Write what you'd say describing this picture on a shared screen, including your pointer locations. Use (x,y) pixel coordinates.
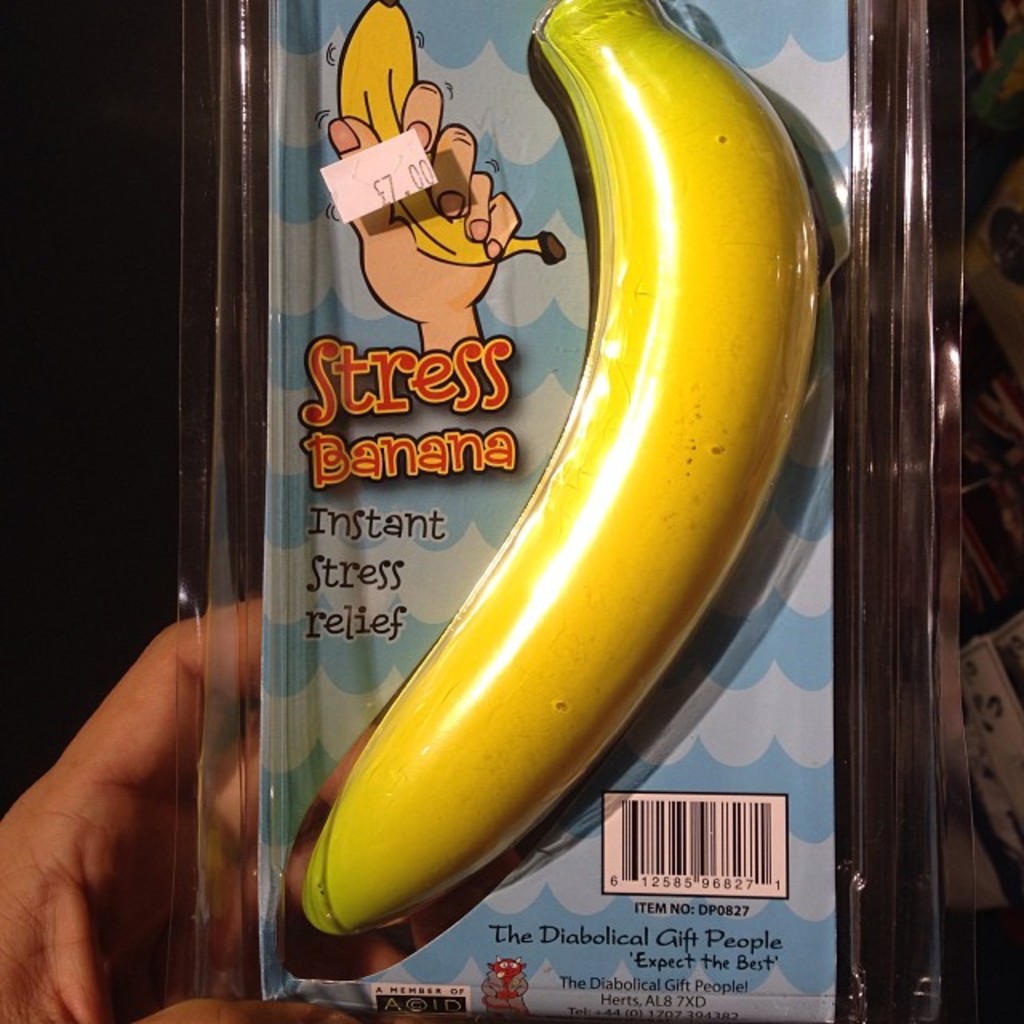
In the foreground of this picture (537,868), there is a stress relief banana (637,553) packed in a sheet (815,265) and this is holding by a person (91,913) and the background (96,559) is dark.
